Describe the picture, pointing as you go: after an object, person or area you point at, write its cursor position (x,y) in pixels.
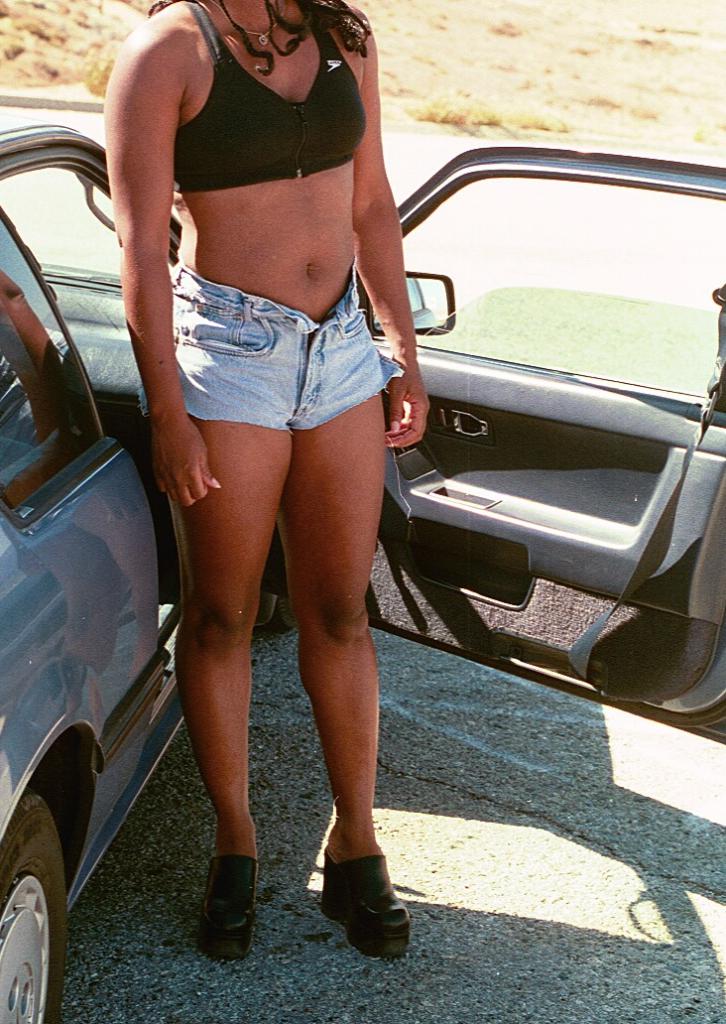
There is one woman (353,527) standing in the middle of this image (332,473) and there is a car (94,517) on the left side of this image (134,539).
